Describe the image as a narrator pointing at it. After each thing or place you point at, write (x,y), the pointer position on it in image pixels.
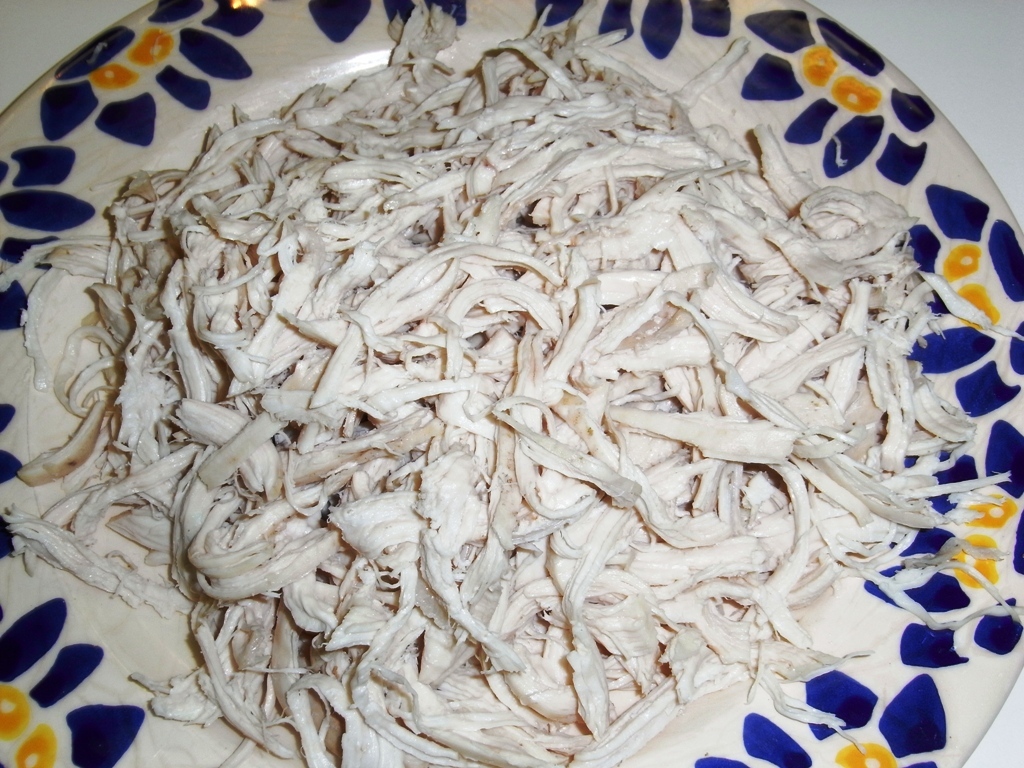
In this image I see the plate (285,62) which is of white, blue and yellow in color and I see the white color things (781,360) on it and I see the white color surface (960,70).
